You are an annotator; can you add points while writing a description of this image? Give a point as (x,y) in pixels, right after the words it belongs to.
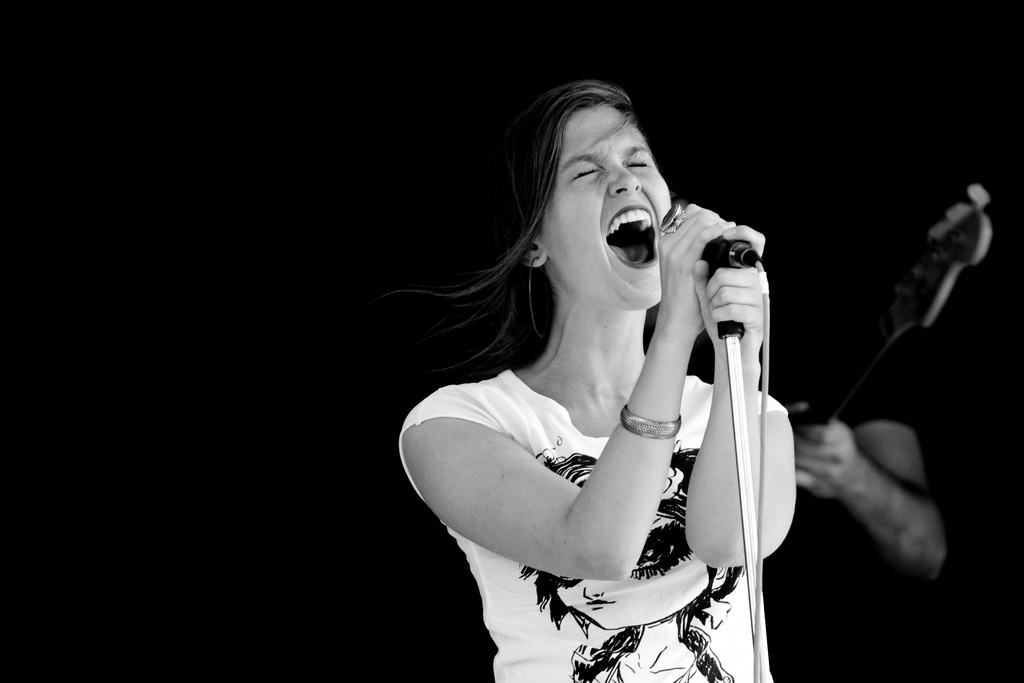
This image is a black and white image. In this image the background (277,617) is dark. In the middle of the image (534,296) a woman (542,387) is singing on the mic (711,240). On the right side of the image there is a man (857,474) holding a guitar (945,302) in his hands (846,495).
